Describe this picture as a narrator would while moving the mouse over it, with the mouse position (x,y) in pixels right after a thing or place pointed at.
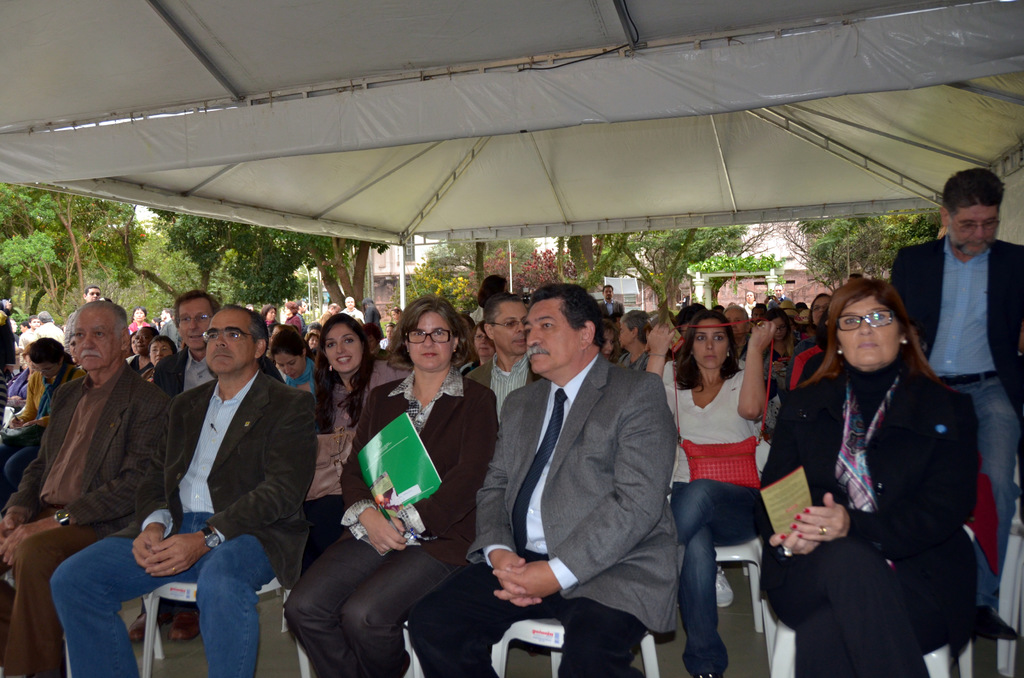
In this picture we can see some people (963,448) are sitting on chairs (970,527), there is a tent (540,154) at the top of the picture (463,93), in the background (643,278) we can see buildings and trees (372,244), there are some people (487,284) standing in the middle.
